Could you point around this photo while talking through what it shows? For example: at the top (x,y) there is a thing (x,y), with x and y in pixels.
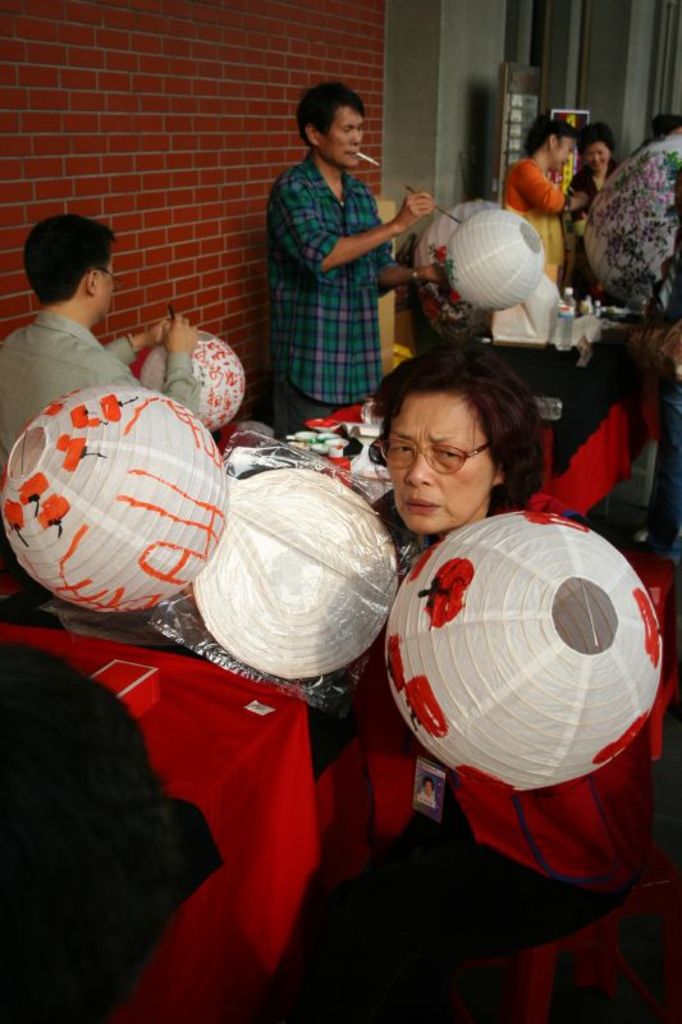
This image consists of many people (135,887). They are painting paper lanterns (258,566). At the bottom (246,790), there is a table (216,822) covered with red cloth (232,885). In the background (236,73), there is a wall (234,95).
